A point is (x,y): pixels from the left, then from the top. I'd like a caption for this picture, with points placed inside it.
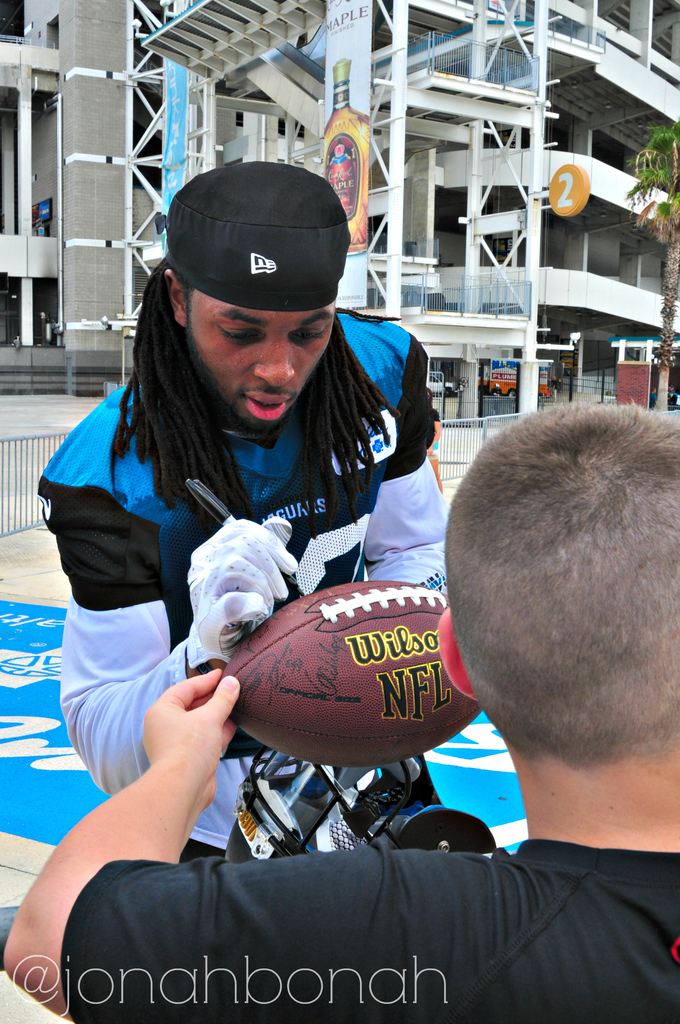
In the top (130,192) there is a building (233,0). In the middle of the Image (430,667) a man (270,164) is writing on the ball (424,677). Top right side of the image (673,337) there is a tree (669,133). Bottom right side of the image (652,879) a man (50,993) is holding a ball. left side of the image (60,437) there is a fencing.
